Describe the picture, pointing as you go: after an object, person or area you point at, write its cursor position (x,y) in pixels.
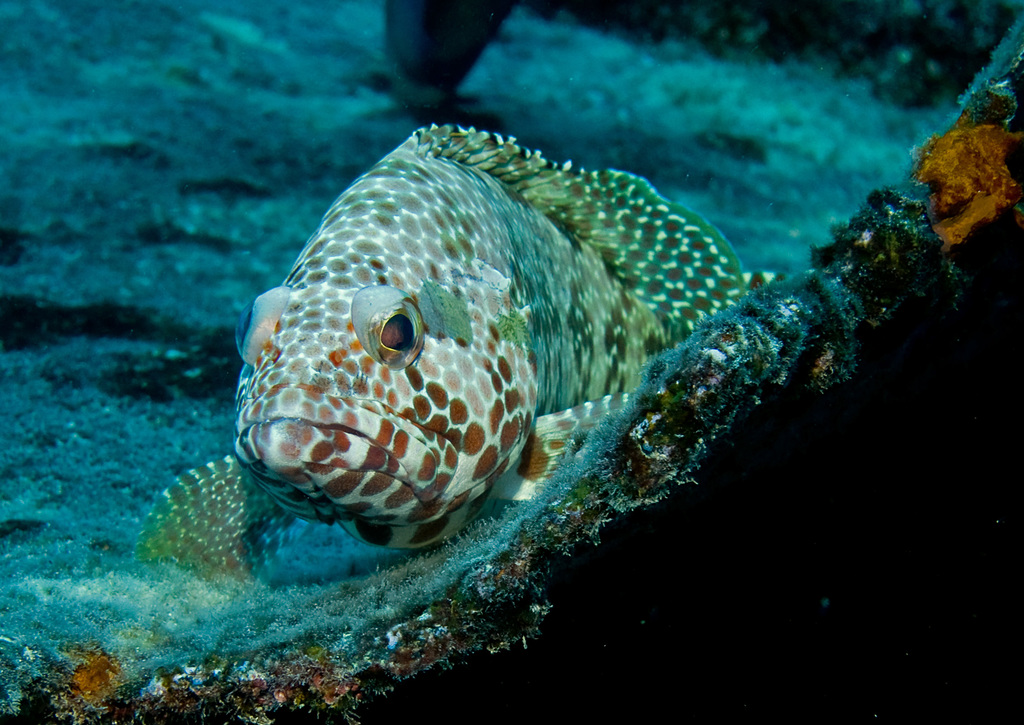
In this image there is a fish (490,502) in the water (562,12), and in the background (586,23) there are reefs (32,643).
